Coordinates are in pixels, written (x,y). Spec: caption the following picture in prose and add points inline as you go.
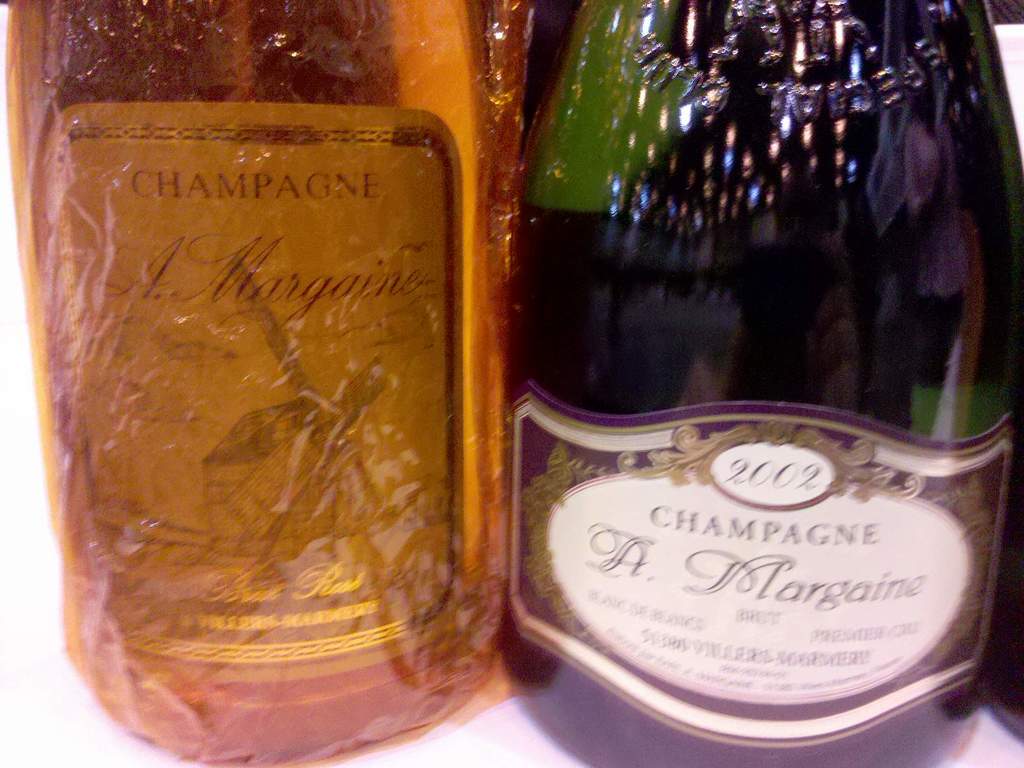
In this picture we can see two bottles (527,454). This is in yellow color, and the other one is in green color.
